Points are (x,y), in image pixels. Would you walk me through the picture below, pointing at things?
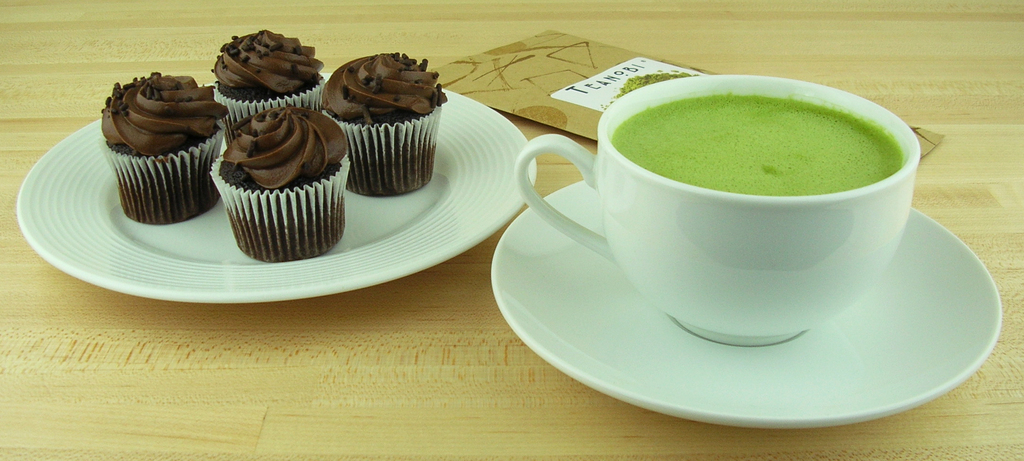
On this wooden surface (419,33) we can see plate (421,203), saucer (612,318), cup (629,251) with drink (781,120), muffins (337,142) and card (562,67).
